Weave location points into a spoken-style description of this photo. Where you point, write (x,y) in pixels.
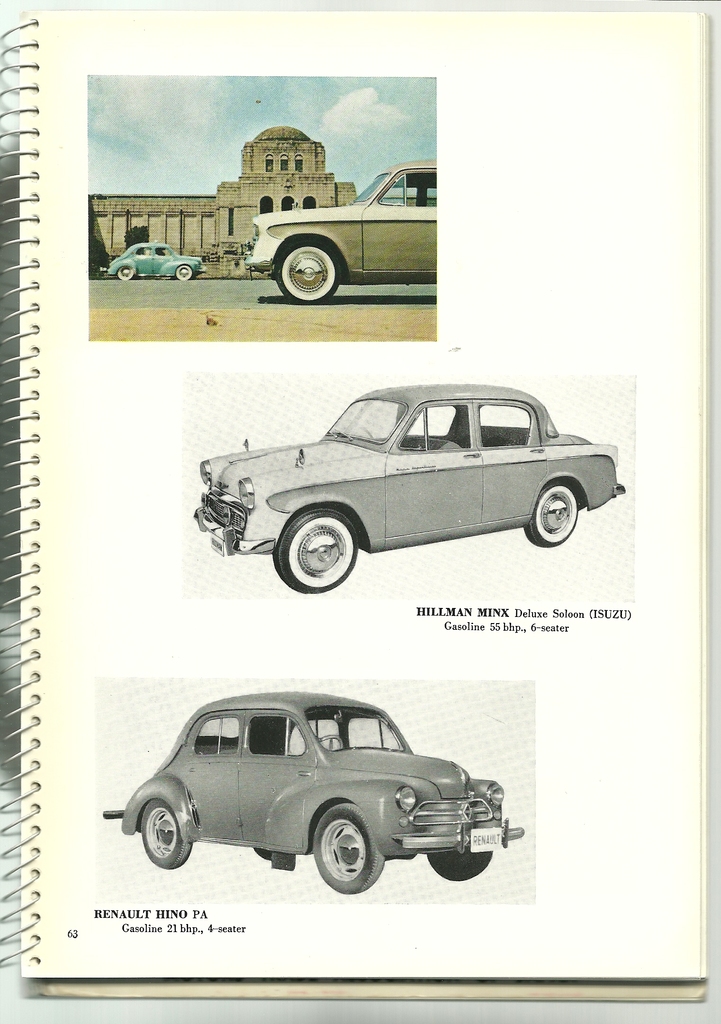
There are three images (344,283) of a car (365,805) on a paper (213,421).
